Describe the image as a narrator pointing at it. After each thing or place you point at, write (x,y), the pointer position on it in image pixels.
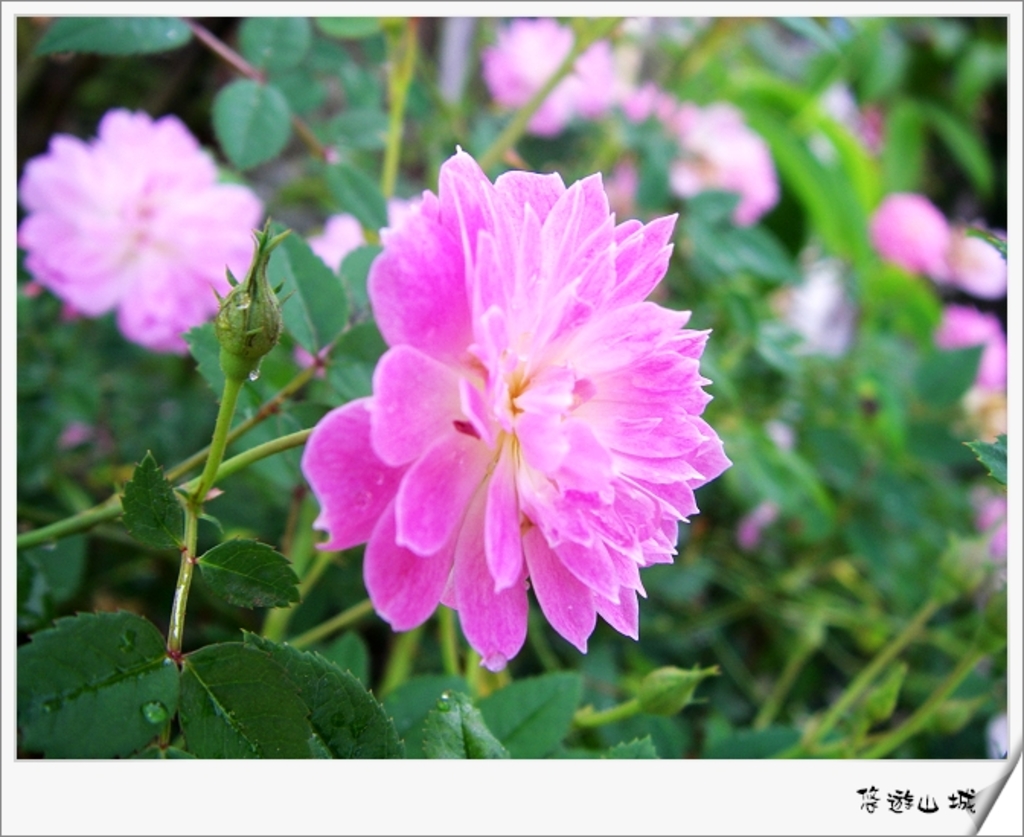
In this image I can see number of pink colour flowers (523,244) and green leaves (910,359). I can see this image is little bit blurry in the background (368,318) and I can also see few buds (226,381). On the bottom right side of this image (947,814) I can see a watermark (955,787).
